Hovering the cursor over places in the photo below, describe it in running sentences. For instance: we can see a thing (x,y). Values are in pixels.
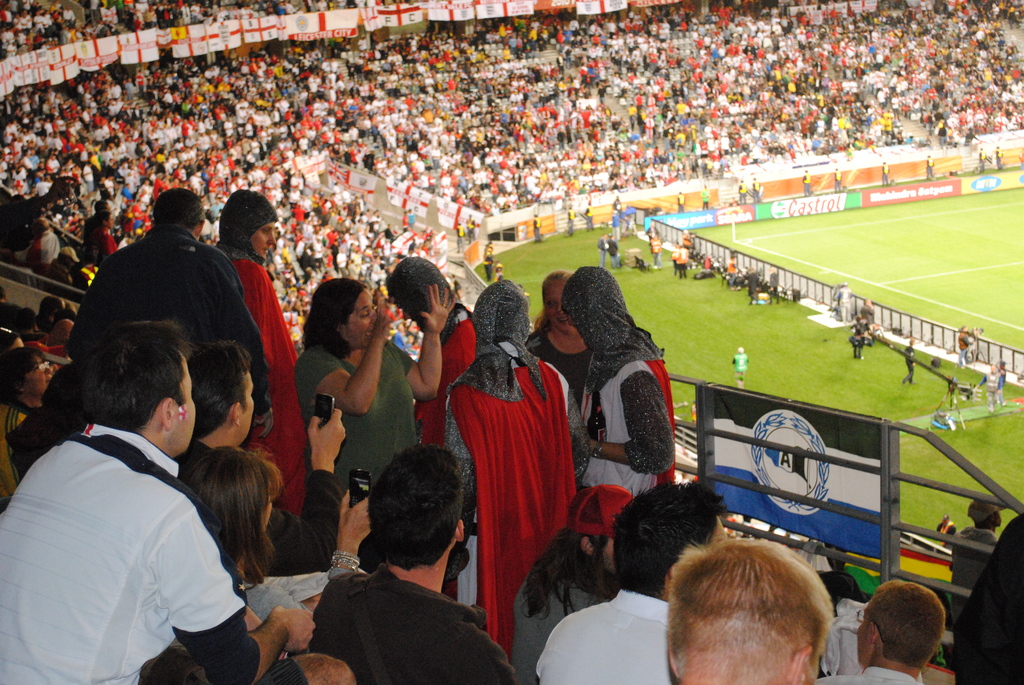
In this image in the center (349,437). There are persons (489,152) sitting and standing. On the right side (747,287) there are persons (682,271) on the ground (841,346) and there is banner (810,480) in the center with some text (797,473) written on it.
